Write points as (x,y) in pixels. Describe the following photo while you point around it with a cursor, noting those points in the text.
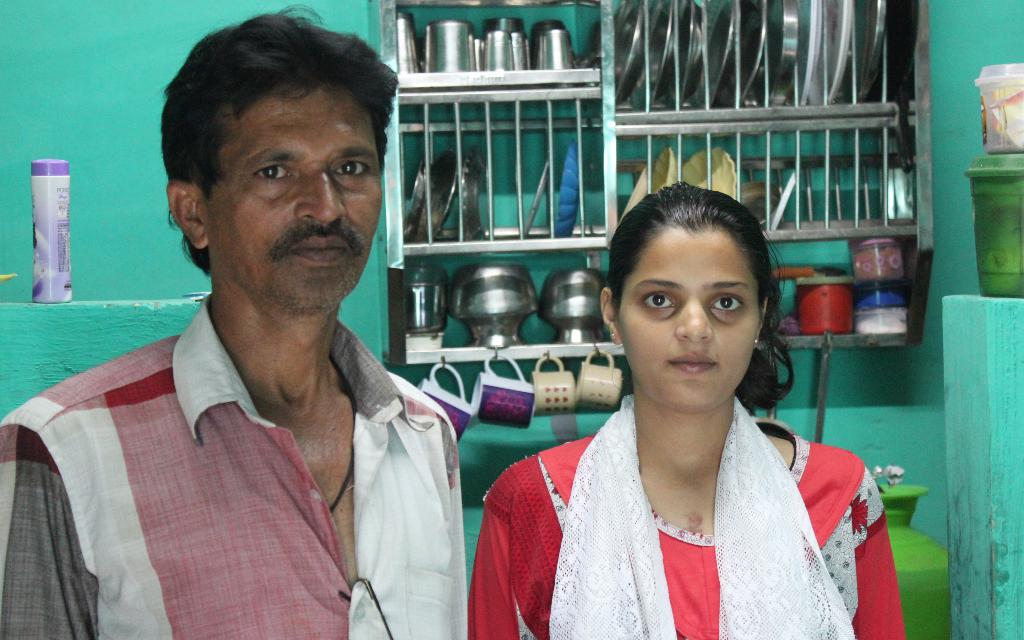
This picture is taken inside the room (231,479). In this image, in the middle (669,379), we can see two people (462,527) man (415,592) and woman (472,623) are standing. In the background (605,207), we can see some metal instrument (551,186). On the right side (1008,471), we can see some pillars (1015,402), on the pillar (1023,343), we can see some boxes (1023,235). On the left side (129,351), we can see a wall (46,305), on the wall (42,131), we can see a box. In the background (568,106), we can see a wall (47,112).
